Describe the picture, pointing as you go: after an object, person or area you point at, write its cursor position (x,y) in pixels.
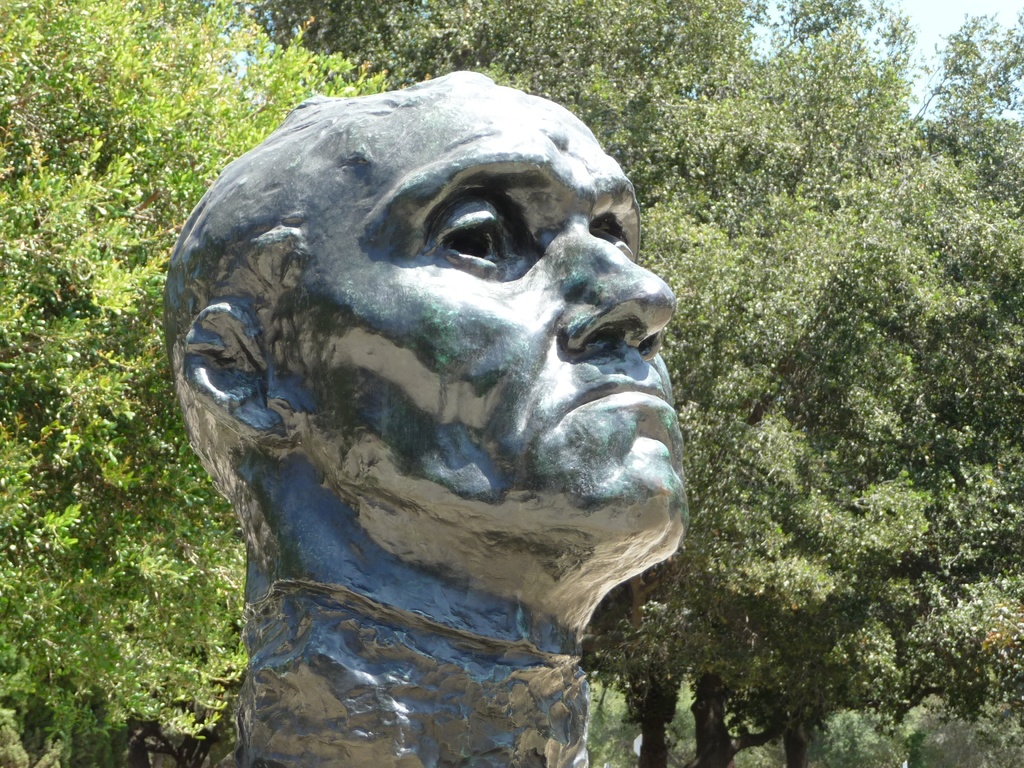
In the middle of the image (617,328) we can see a statue (573,189). Behind the statue (460,125) there are some trees (108,68). In the top right corner (928,63) there is sky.
